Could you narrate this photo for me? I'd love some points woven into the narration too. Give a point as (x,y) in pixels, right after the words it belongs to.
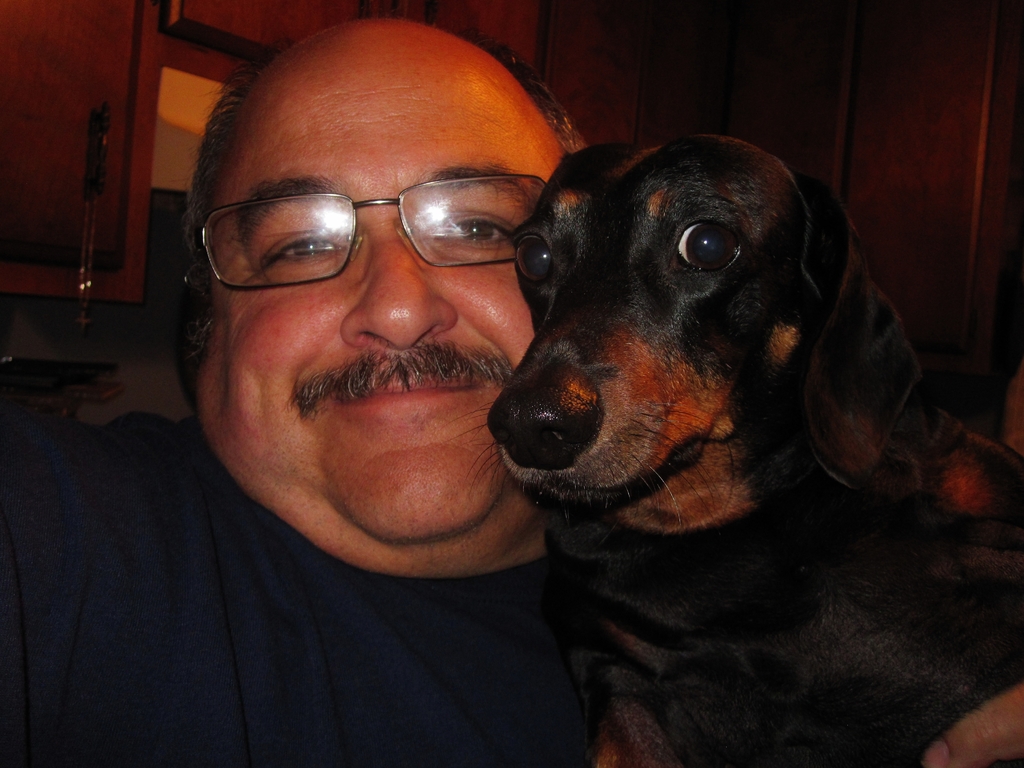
In this image, I can see the man (327,652) smiling. He wore a T-shirt (238,559) and spectacle (239,258). This is a dog (764,558), which is black in color. In the background (118,263), that looks like a wooden board (755,67).
